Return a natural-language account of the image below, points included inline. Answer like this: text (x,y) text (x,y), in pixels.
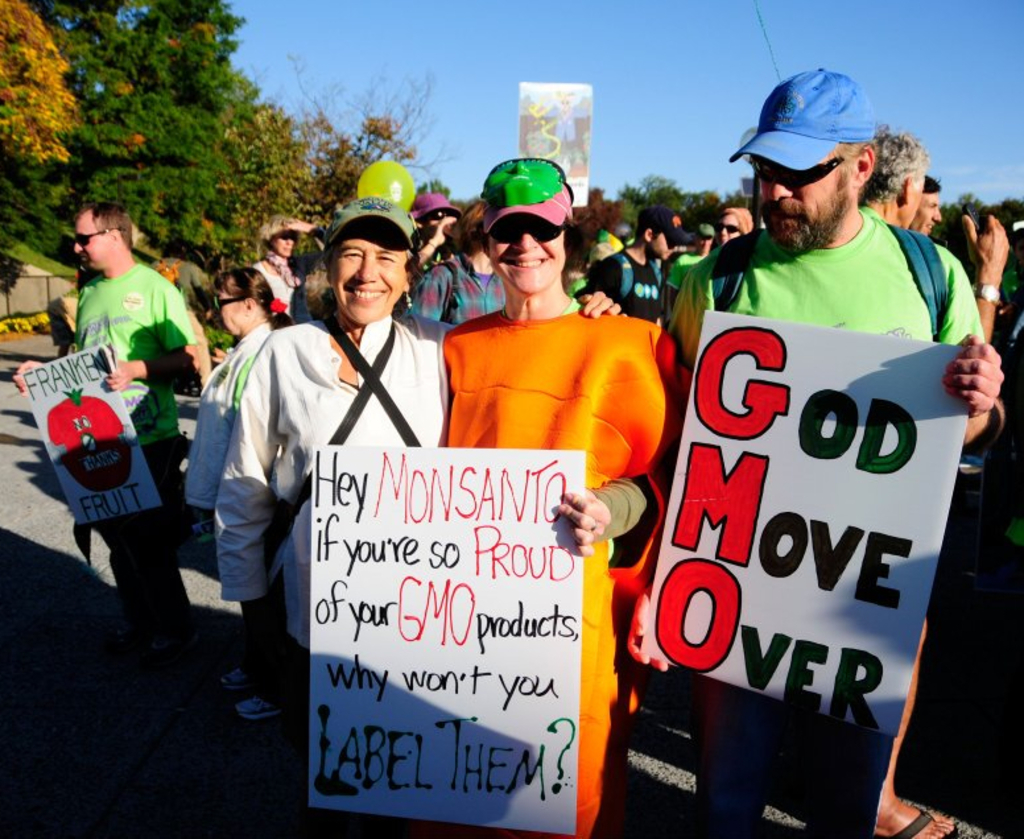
In the image in the center (342,308) we can see few people (504,435) were standing and holding banners (794,470) and they were smiling, which we can see on their faces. In the background (458,37) we can see the sky (631,34), trees (82,34) and few people (122,302) were standing.
